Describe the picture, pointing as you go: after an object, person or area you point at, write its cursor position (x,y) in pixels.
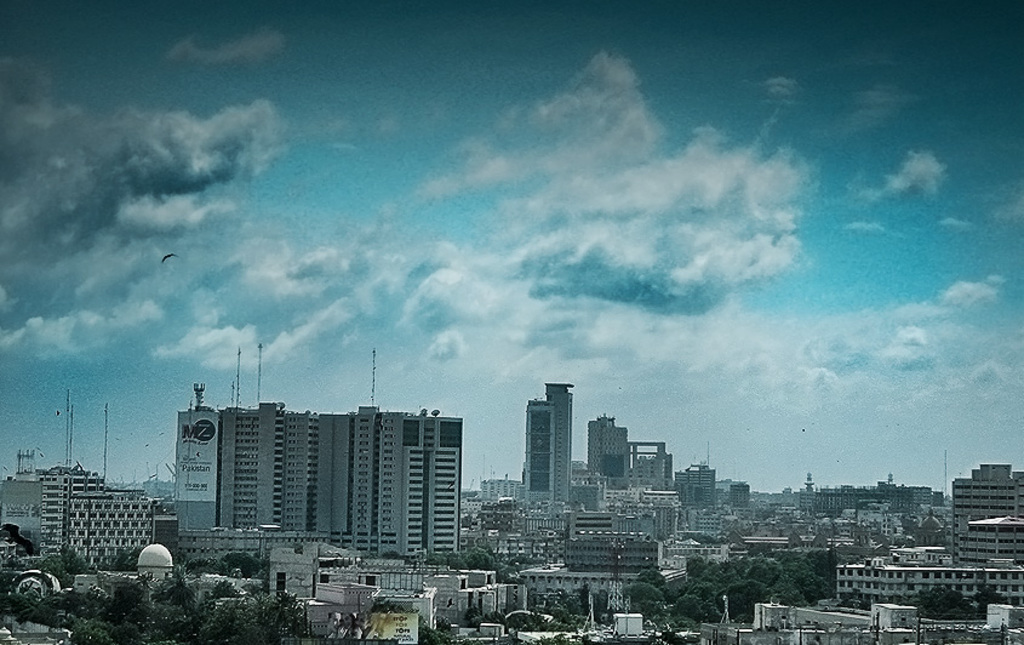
In this picture we can see a group of buildings (596,516), here we can see trees (254,561), poles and some objects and in the background (946,232) we can see sky (433,149) with clouds (257,129).
